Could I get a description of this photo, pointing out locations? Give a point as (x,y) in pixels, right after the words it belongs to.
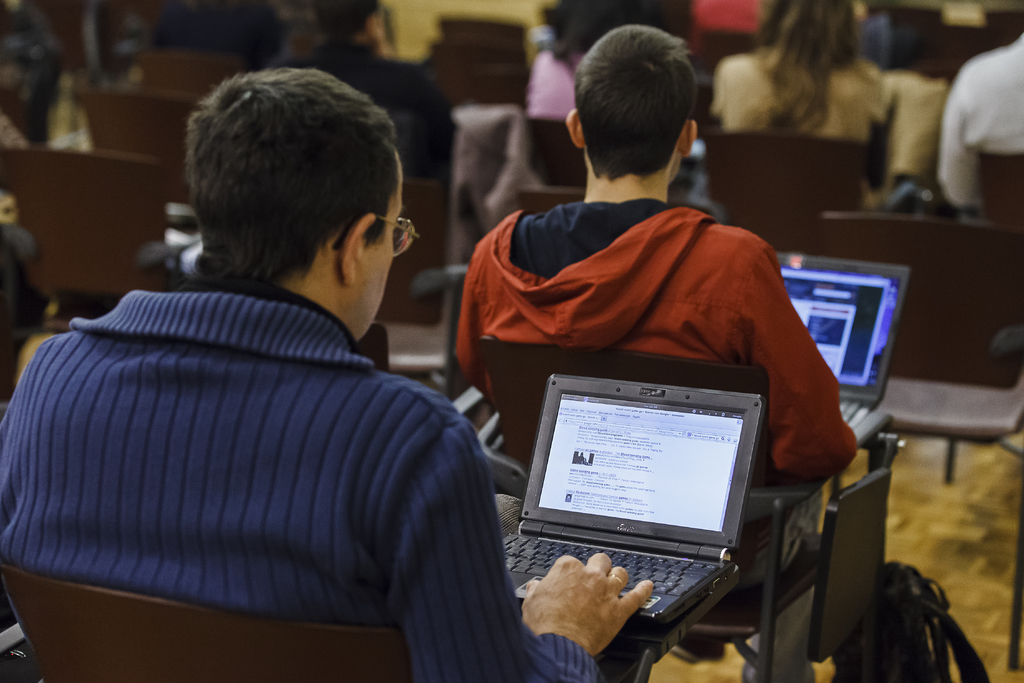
In the left side (331,97) a man (274,565) is sitting on the chair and working in the laptop (566,548). He wore a blue color sweater (308,447), here another man (547,277) is there he wore an orange color sweater (706,316).
